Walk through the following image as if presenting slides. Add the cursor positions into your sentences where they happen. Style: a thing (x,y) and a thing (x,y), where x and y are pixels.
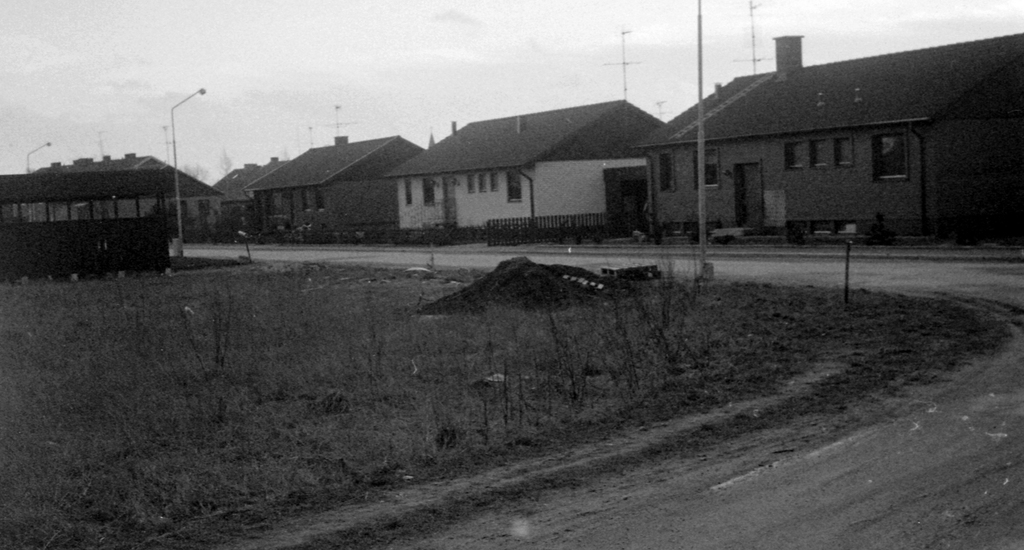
In this image I can see the grass (406,360), sand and the poles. In the background (465,214) I can see the houses (518,203), railing (527,241) and the sky (470,60). I can see this is black and white image.
